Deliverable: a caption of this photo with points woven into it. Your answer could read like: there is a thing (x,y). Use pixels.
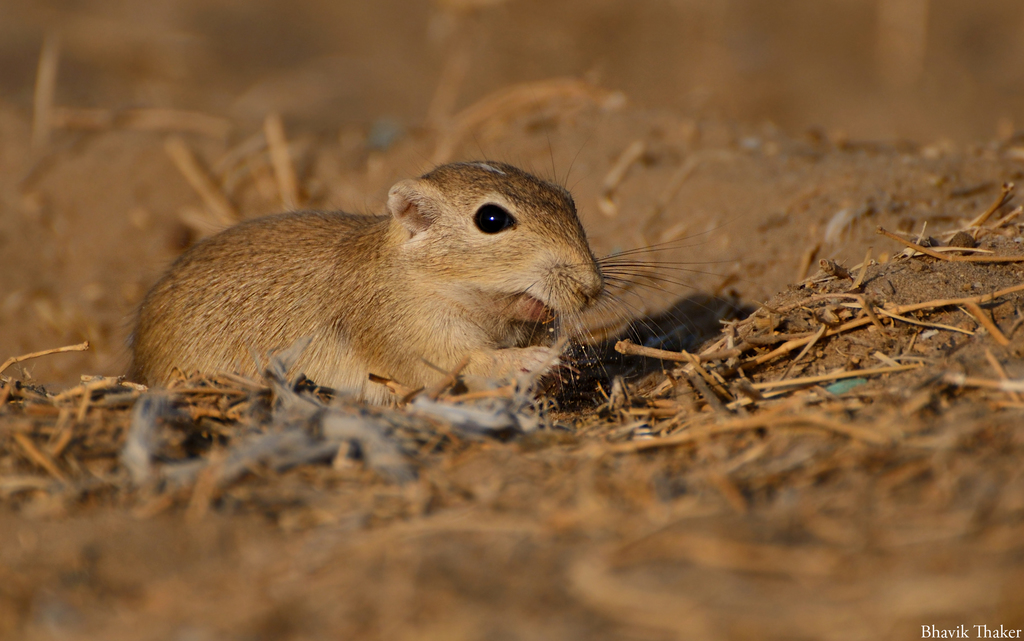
In this image I can see the mouse (443,354) which is in brown color. It is on the ground (507,409). On the ground (539,457) there are some sticks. And there is a blurred background (697,22).
